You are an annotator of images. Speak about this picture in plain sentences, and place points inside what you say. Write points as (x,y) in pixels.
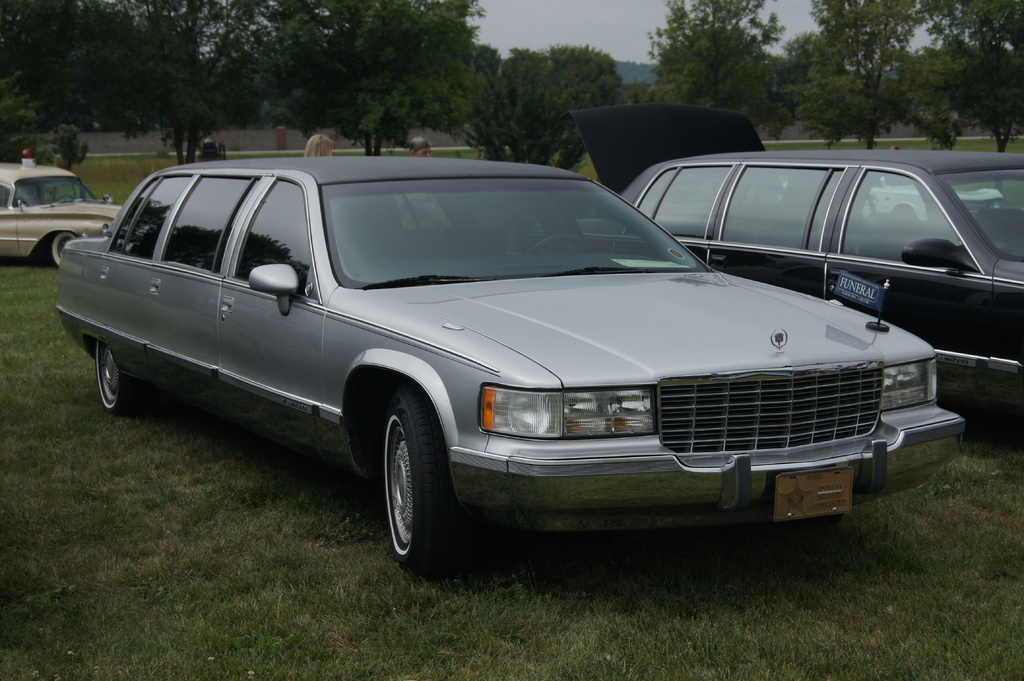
This picture shows few cars (751,217) and we see trees (440,76) and grass (208,632) on the ground (410,581) and we see car's trunk (716,135) is opened and a cloudy Sky (639,27).
